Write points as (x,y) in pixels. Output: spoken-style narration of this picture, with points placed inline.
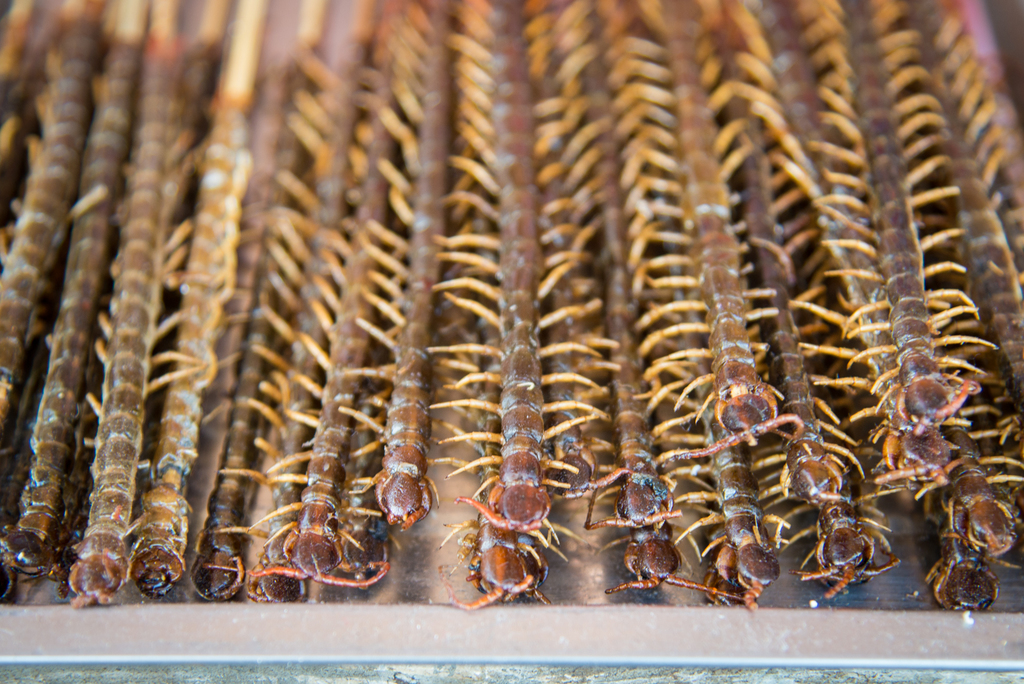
In this image we can see some insects (375,269) on the surface (886,586).
